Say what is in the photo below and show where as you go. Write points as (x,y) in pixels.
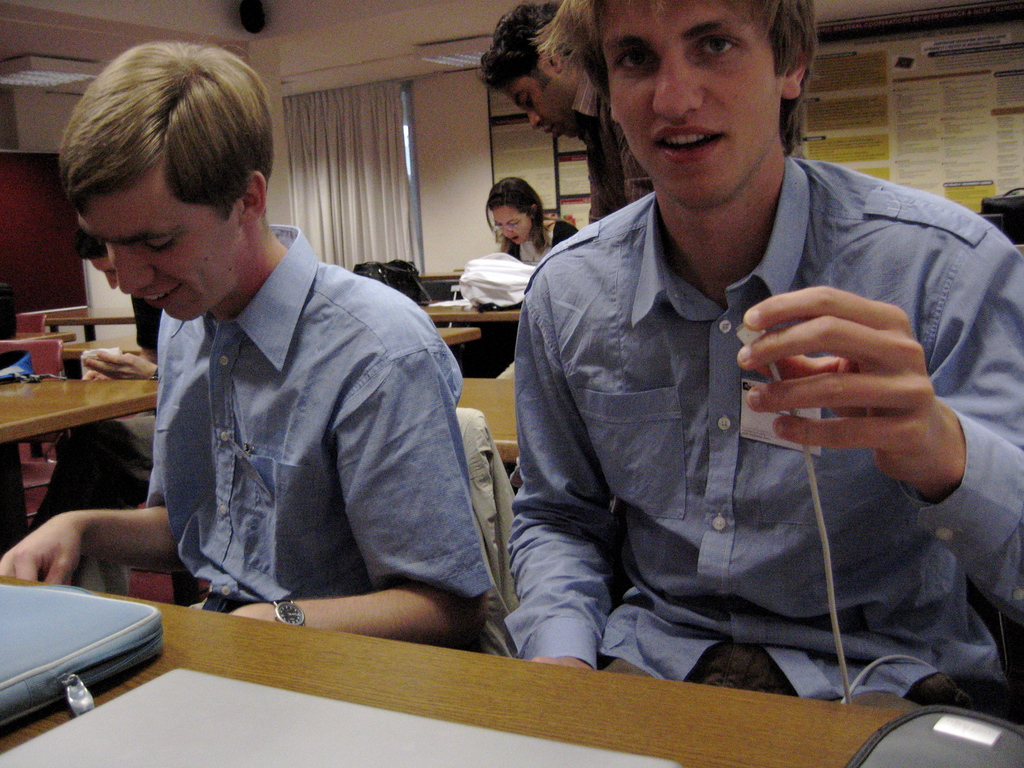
In this picture there is a person (649,297) sitting and holding the cable (838,622) and there are three persons (131,538) sitting and there is a person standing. There are objects (71,663) on the table (300,690). At the back (520,261) there is a bag (386,277) and object (490,295) on the table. There are tables (33,333) and chairs (7,350) and there is a curtain (365,184) and there are boards (520,169). At the top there are lights (32,56).
